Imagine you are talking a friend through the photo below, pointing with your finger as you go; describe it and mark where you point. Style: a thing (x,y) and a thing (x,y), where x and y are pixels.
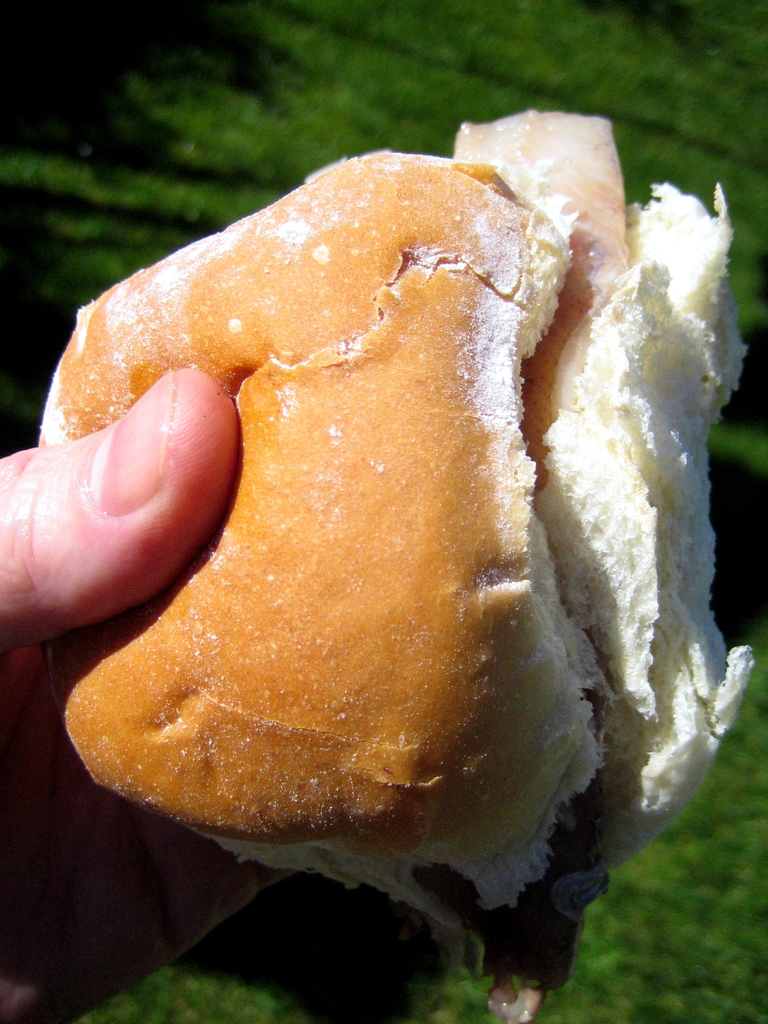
We can see food (687,518) hold with hand (183,413) and we can see grass (270,115).
